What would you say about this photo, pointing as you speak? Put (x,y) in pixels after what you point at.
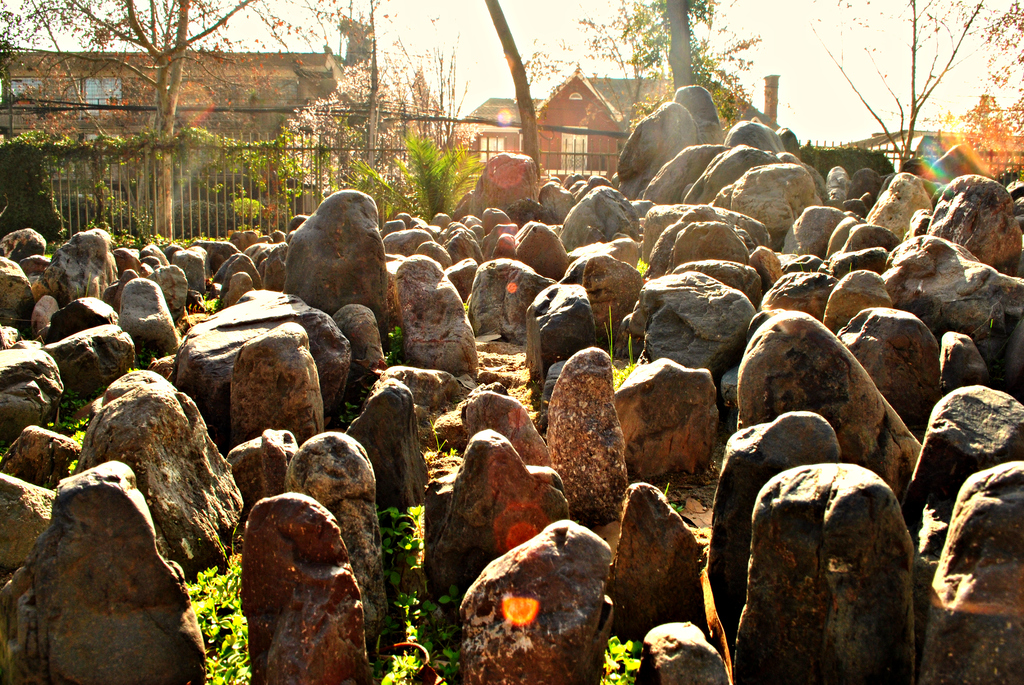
In this picture we can see few rocks (456,353), fence (417,147), trees (167,115) and buildings (219,120).
